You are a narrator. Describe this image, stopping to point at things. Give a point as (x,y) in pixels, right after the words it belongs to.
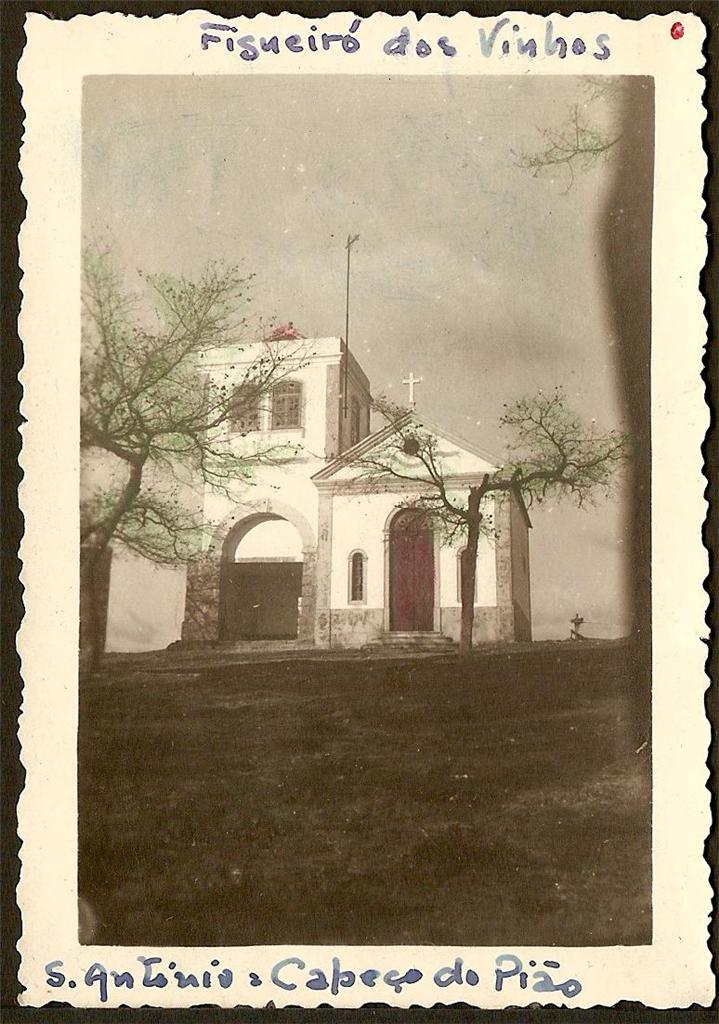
In this image I can see the photo (227,832). In the photo (275,801) I can see the trees (91,546) and the house (329,614) with windows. In the background (160,310) I can see the sky (333,309).
